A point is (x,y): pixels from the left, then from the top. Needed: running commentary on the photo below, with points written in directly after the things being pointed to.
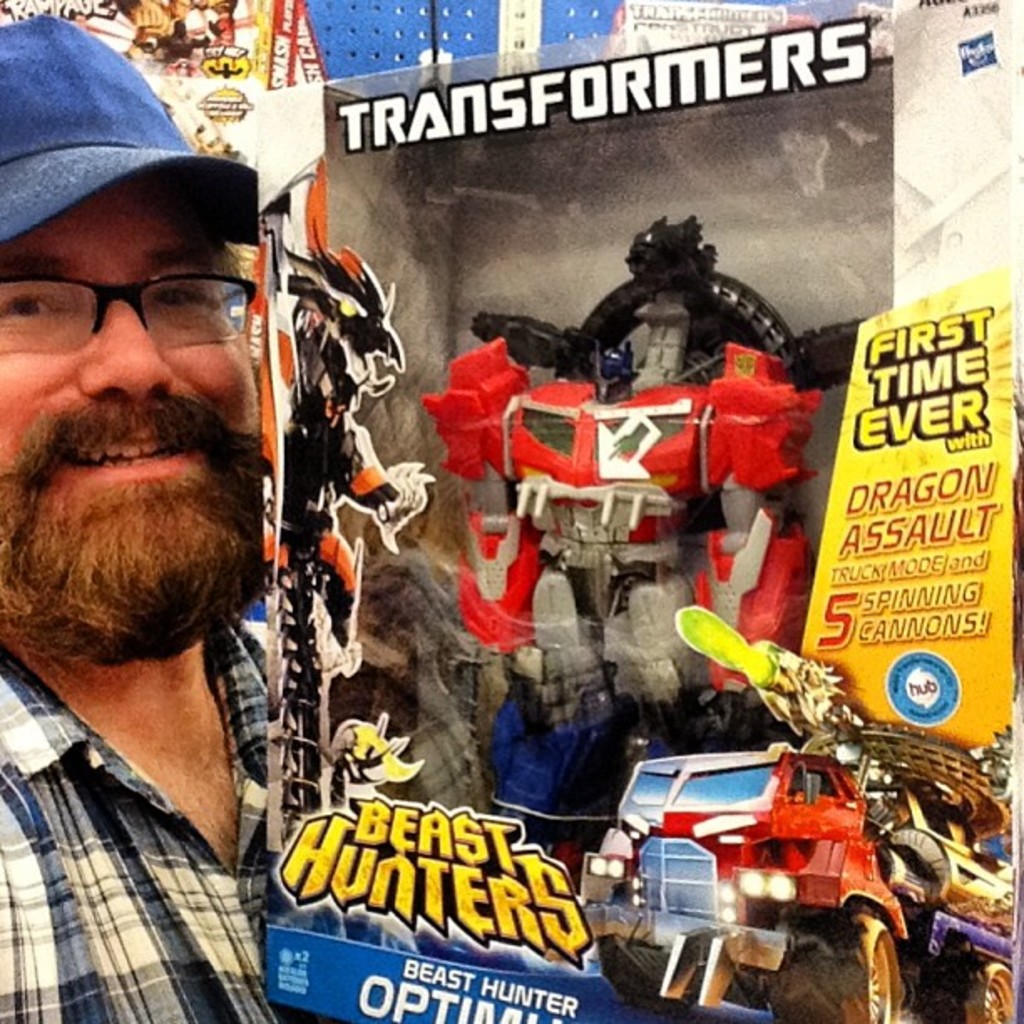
In this image I can see the person (13,642) is holding the cardboard box (965,614) in which I can see the toy (602,415) and few stickers (909,627) are attached to the box (894,789).
